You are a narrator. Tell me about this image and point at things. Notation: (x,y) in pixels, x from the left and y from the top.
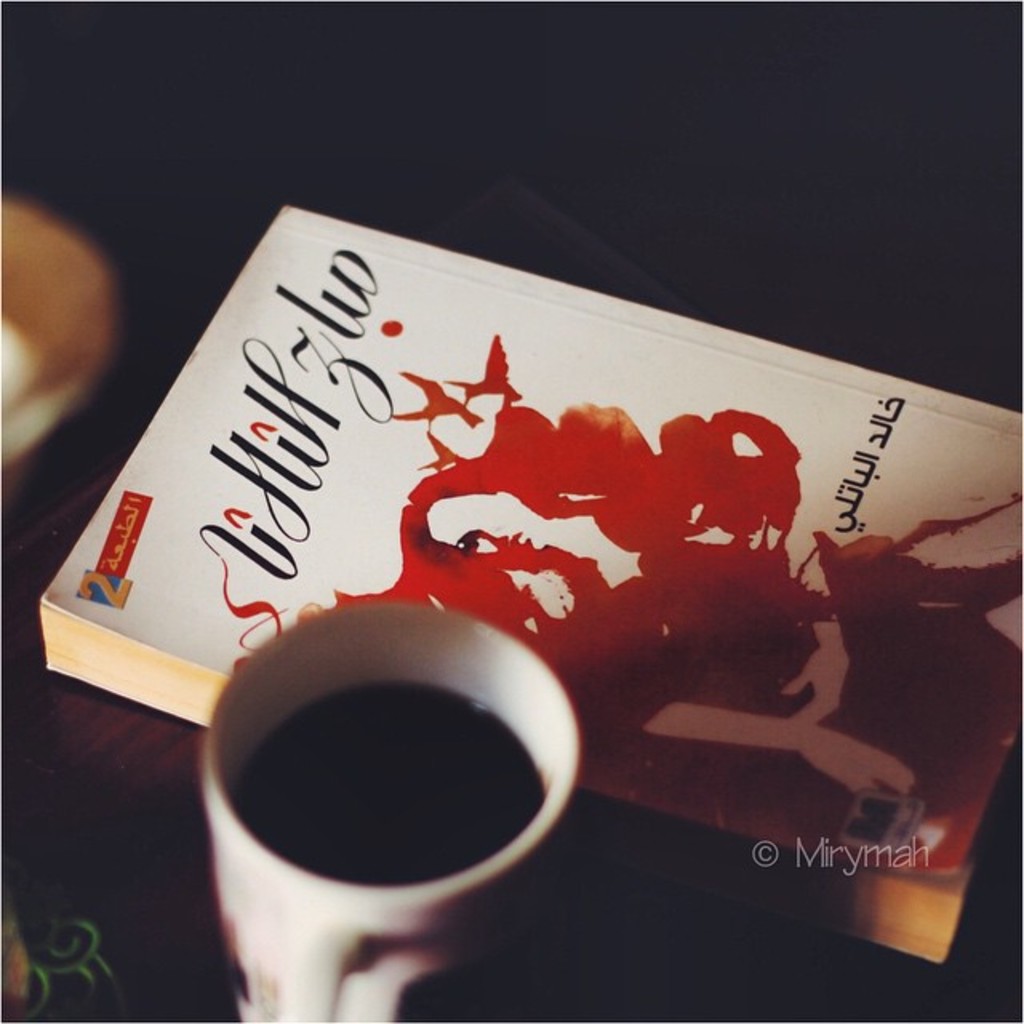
In the foreground of this image (582,458), there is a book (517,473) and a coffee cup (401,811) on a wooden surface (111,774). On the left (63,305), there is an object (72,296). At the top (604,135), there is dark.
